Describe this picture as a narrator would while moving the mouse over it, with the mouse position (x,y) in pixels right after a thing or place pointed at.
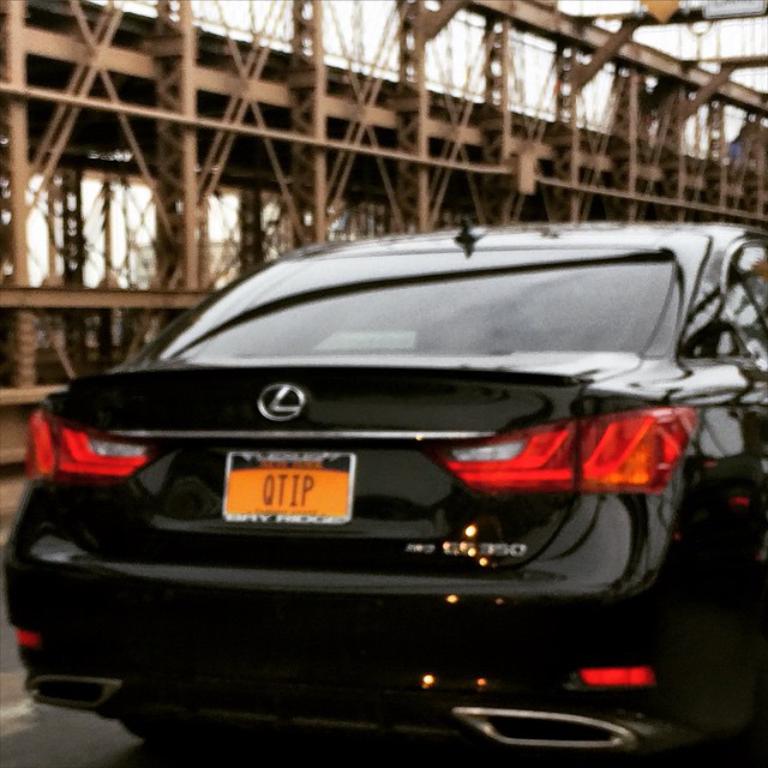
In this image I can see a black color car (451,358) on the road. Back I can see brown color bridge (367,107). The sky (513,40) is in white color.
